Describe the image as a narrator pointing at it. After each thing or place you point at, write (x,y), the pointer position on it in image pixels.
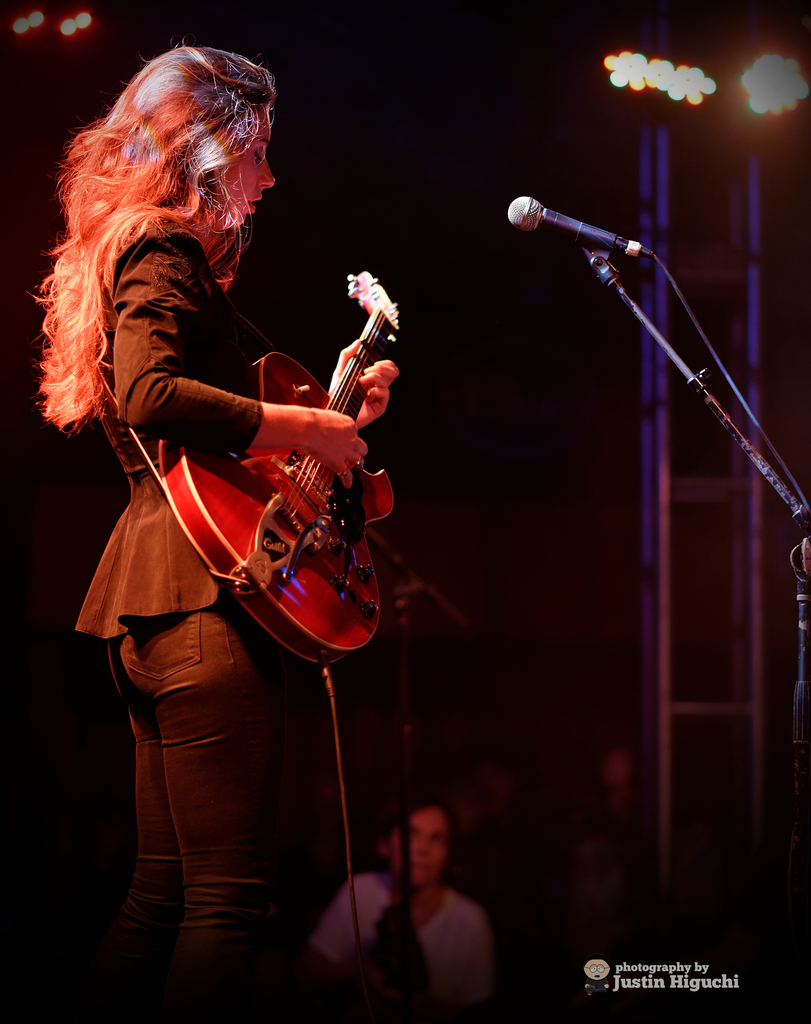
In this picture we can see a lady (185,994) in black dress (250,699) holding a guitar (371,479) and playing it in front of the mike (571,229).
